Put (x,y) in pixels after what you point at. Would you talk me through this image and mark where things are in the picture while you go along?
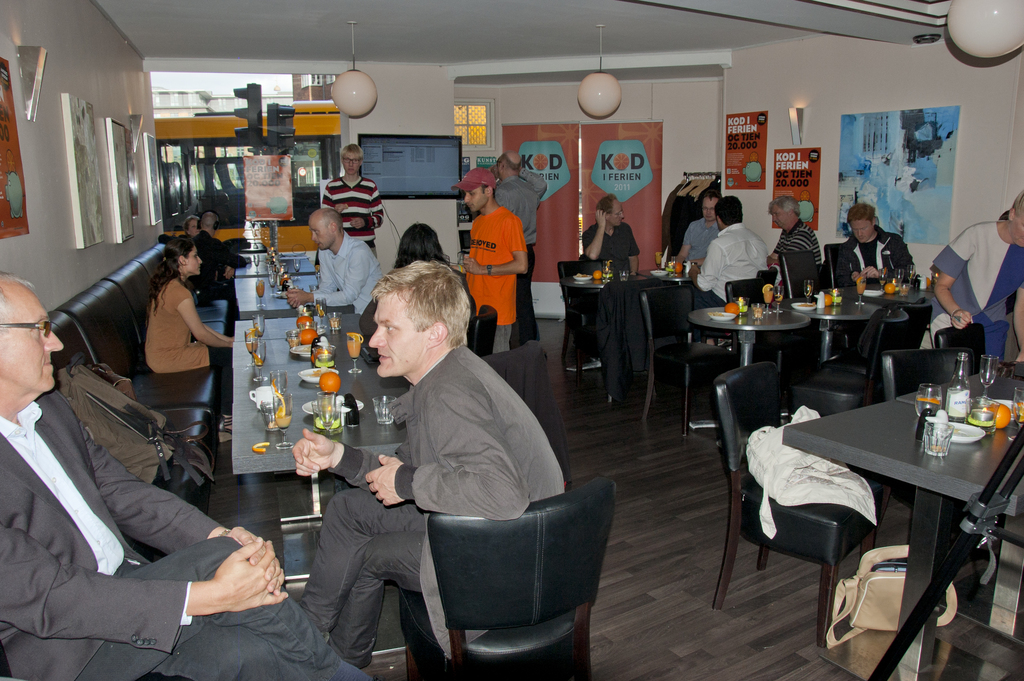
In this image we can see a group of people (684,259) are sitting on the chair (749,290), and in front (344,395) here is the table (372,389) and plates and glasses (329,349) and bottles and some objects (324,380) on it, and here is the wall (36,147) and photo frame (83,145) on it, and here is the television (385,165), and here is the door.
